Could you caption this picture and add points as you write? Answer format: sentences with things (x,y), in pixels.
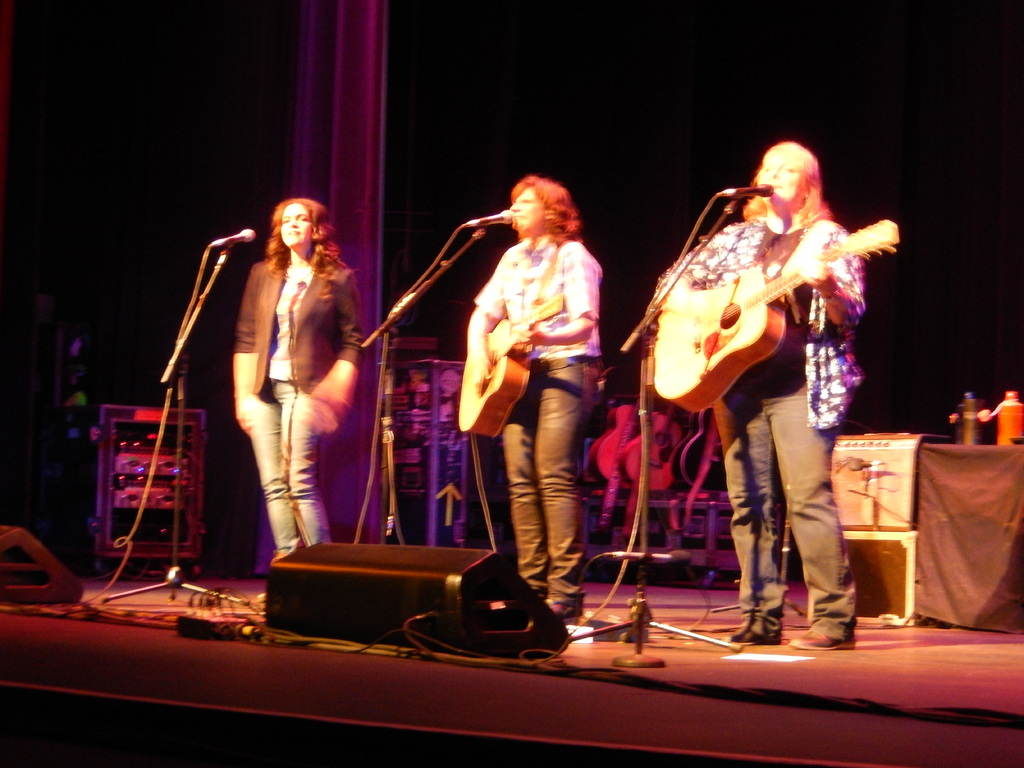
This picture is clicked in musical concert. Here are three women (305,318) standing. The woman (269,328) in the left corner (268,322) wearing black blazer (264,312) is singing on microphone (213,241). Next to her, woman (568,388) in white shirt (567,294) is holding a guitar (486,388) in her hands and playing it and she is even singing song on microphone (494,215). Woman (795,305) on the right corner (792,348) wearing black t-shirt (790,323) is also holding guitar (716,365) in her hands (805,278) and playing it and she is also singing on microphone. Behind them, we see a table (957,466) on which two water bottles (969,393) are placed and beside that, we see many guitars (658,457).
